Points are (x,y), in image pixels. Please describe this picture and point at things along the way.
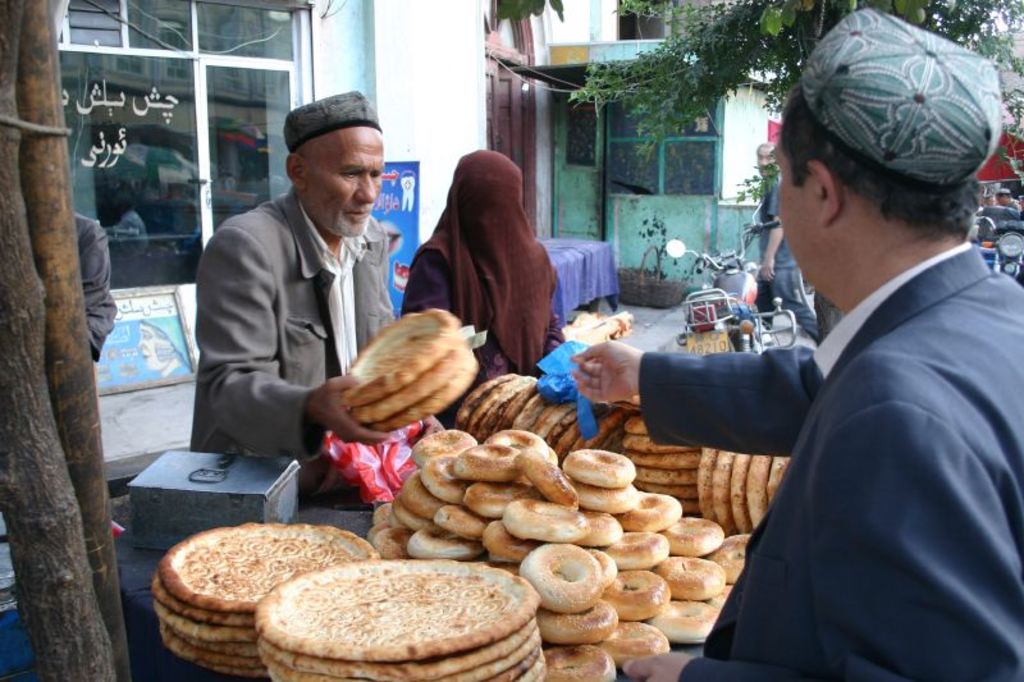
In this image there is a person (327,346) handing over some food items (364,363) to the person (723,433) standing in front of him, in between them there are some food items (456,526) and a metal box (195,500) on the platform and there is a woman (483,304), in the background of the image (747,194) there are trees (42,386), two people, bikes (706,302) and some objects (579,249) on the floor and there is a building (319,84) with glass windows (269,84), wooden doors (529,139) and there is a tree (796,49).
